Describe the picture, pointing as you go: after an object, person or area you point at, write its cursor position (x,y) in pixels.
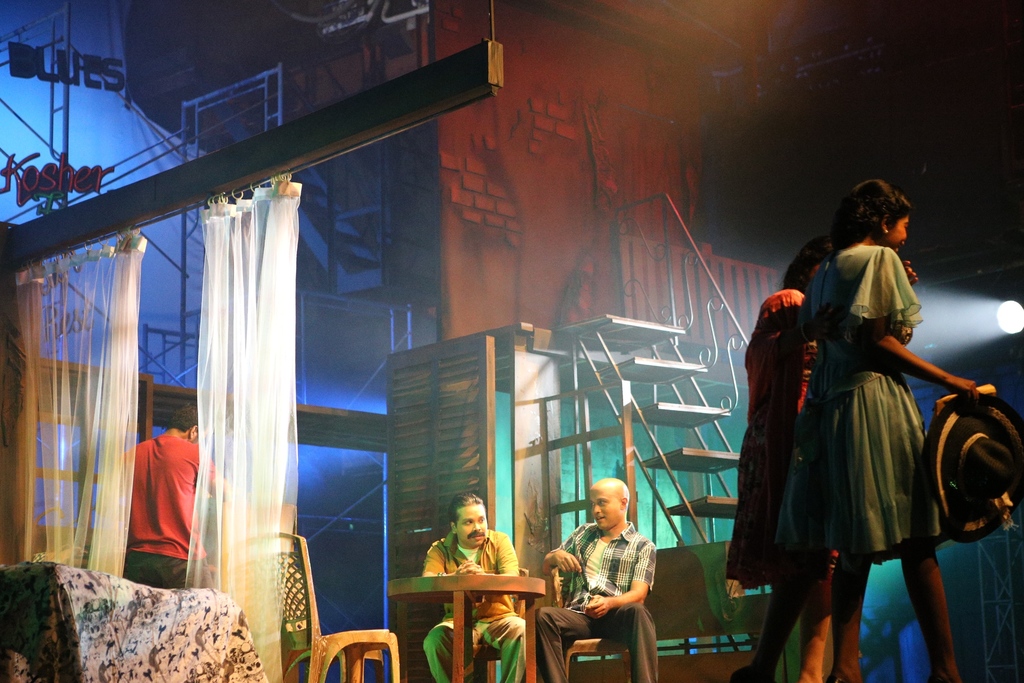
In this image there are three persons (914,326) standing, a person (867,422) holding a hat (932,482), there are two persons (578,584) sitting on the chairs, table (514,587), curtains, stair case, iron grills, focus lights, cupboard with door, name boards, wall (552,192).
